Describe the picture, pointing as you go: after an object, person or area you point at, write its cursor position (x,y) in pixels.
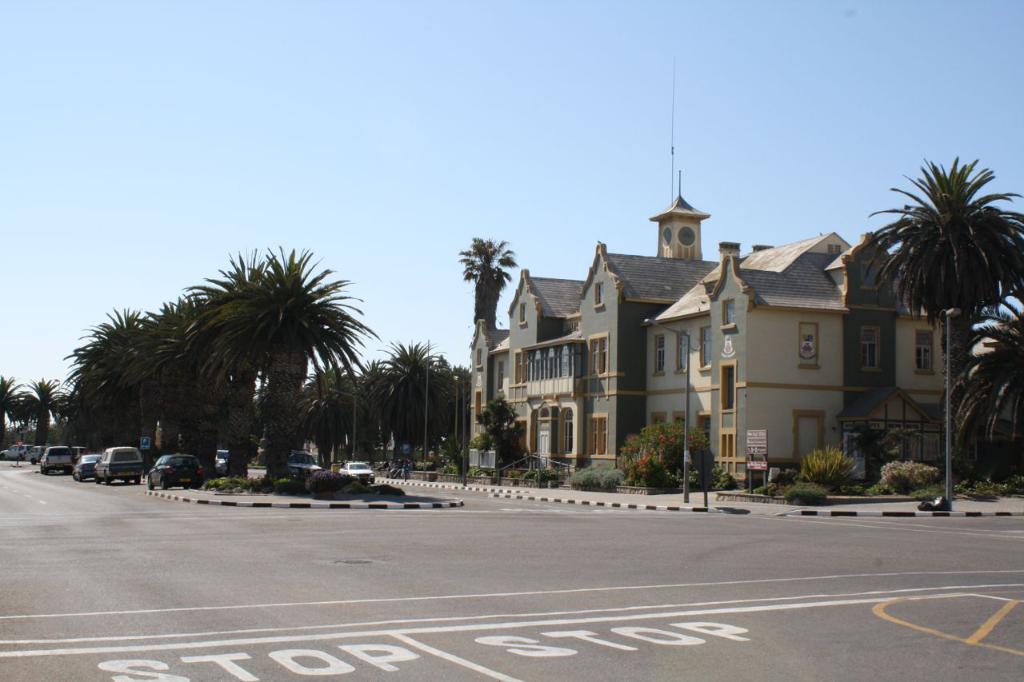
In this image, we can see a building (685,312) in between trees (954,377). There are some cars (108,481) on the road (9,470). In the background of the image (461,133), there is a sky (569,100).
